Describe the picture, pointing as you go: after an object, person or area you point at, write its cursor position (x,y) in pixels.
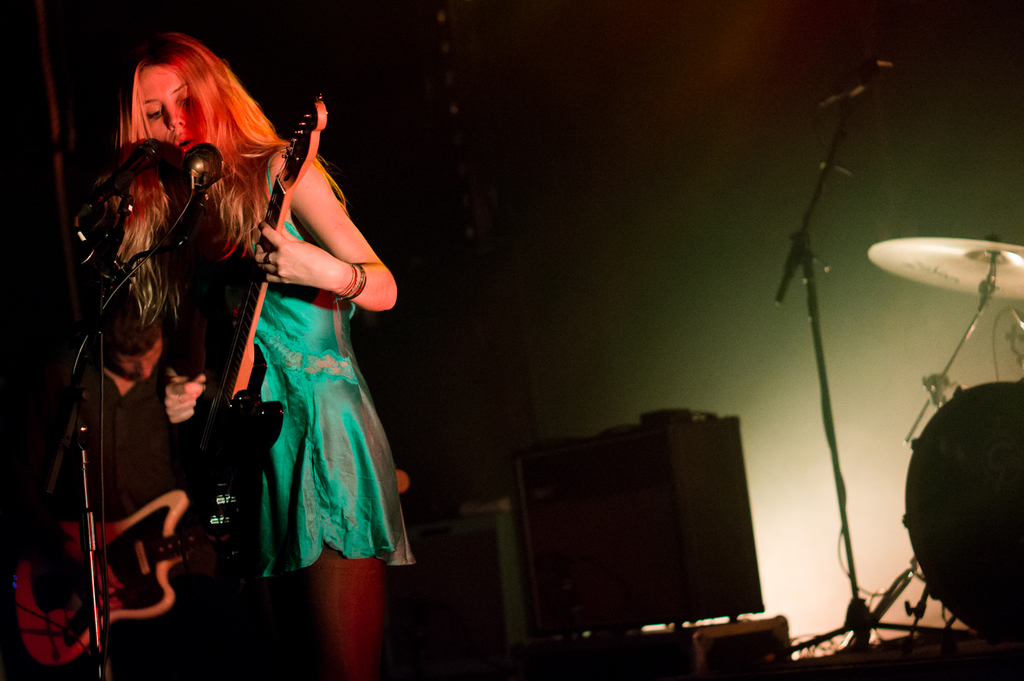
A woman (295,534) is standing at the left side of the image (307,453). She is singing and playing guitar (294,171). There is a mike stand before to her. Behind to her there is a person (176,459) holding a guitar (171,605). At the right side (949,445) there is a musical instrument (920,276), beside there is a mike stand (876,66).
